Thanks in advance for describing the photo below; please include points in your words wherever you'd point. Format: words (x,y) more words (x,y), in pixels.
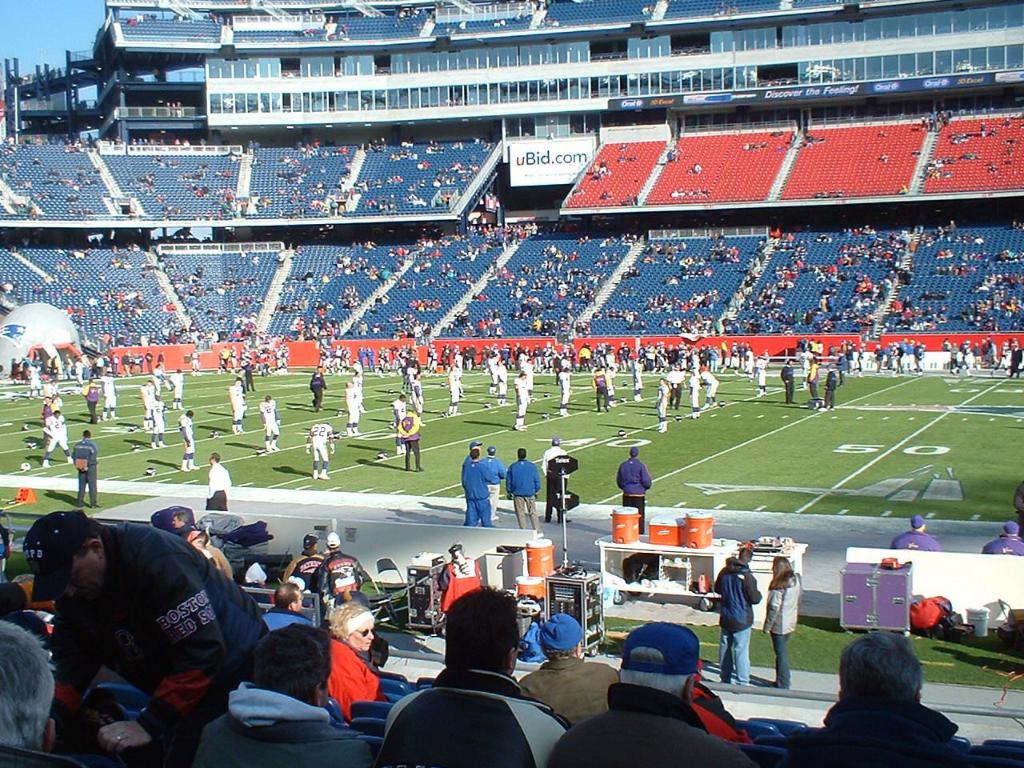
On a ground (115,440) the players (103,383) were preparing for the match and around the ground (493,416) very less crowd (520,281) attended the match, the stadium (268,162) was mostly empty. In the front side (106,596) people (858,714) were sitting on the chairs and in front of them there is a lot of equipment (621,544).
